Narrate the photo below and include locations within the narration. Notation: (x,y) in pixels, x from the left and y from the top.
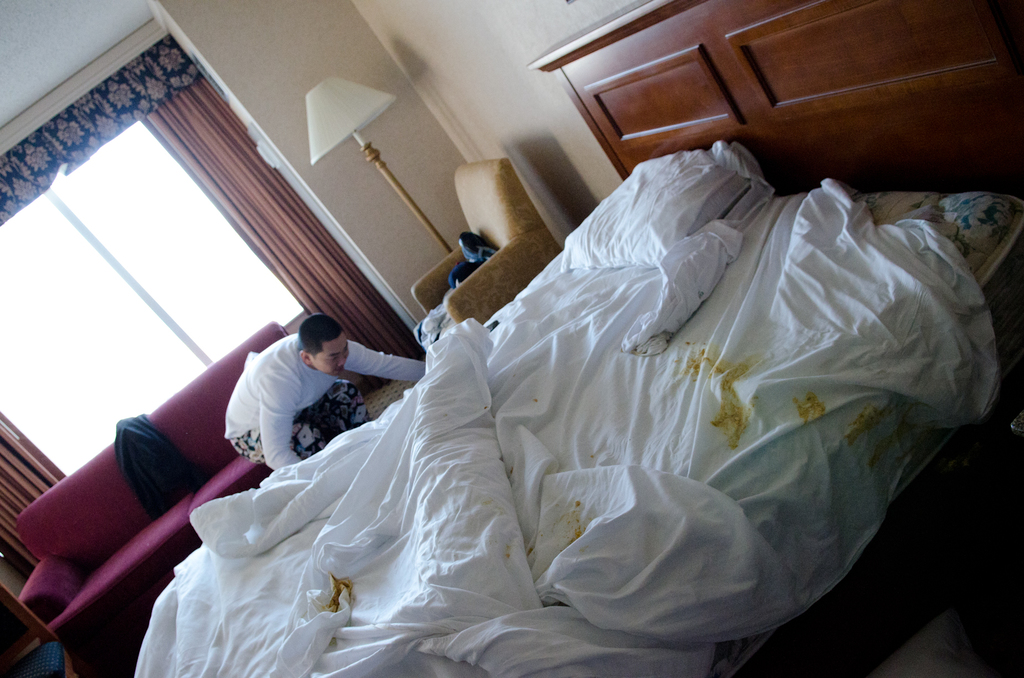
In this image I can see inside view of the room (887,330), in the room (14,92) I can see a bed (291,561), on the bed (601,341) I can see bed sheet (291,561) and pillow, beside the bed (559,353) there is a person (280,354), sofa set (106,531) and couch (431,298), lamp (351,121) and window (50,206), curtain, the wall (296,47) visible.
